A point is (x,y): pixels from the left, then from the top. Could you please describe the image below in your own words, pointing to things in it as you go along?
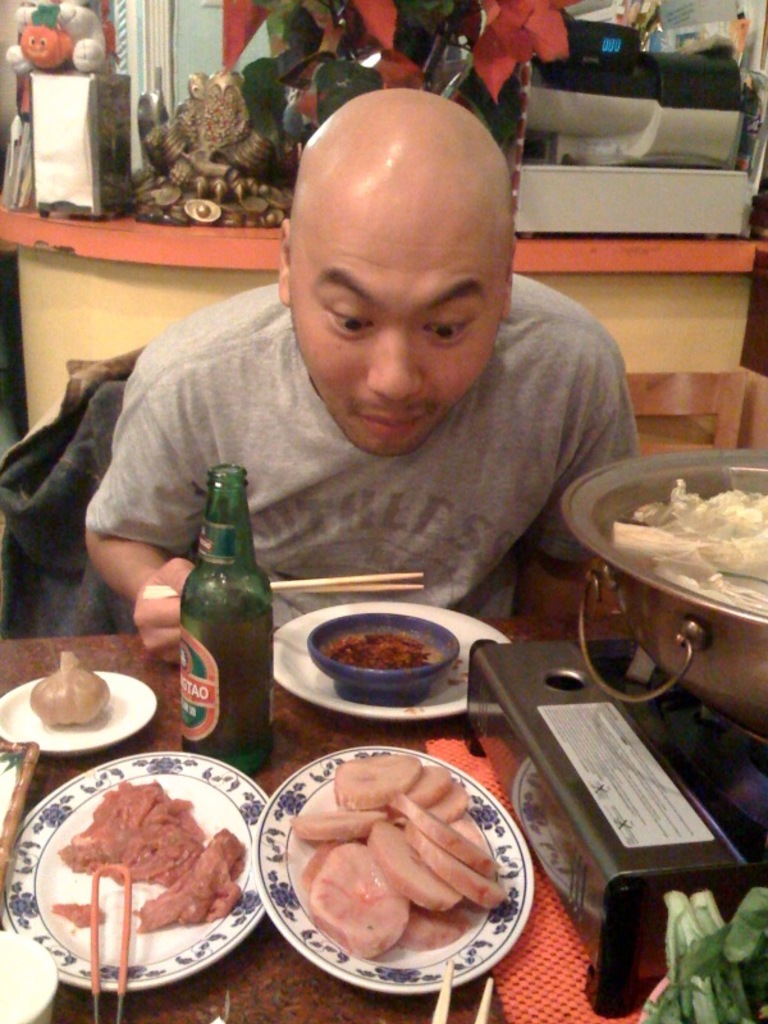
In this image, there is person (443,202) with bald head (384,163), he is wearing a grey T shirt (517,465) and staring at the food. On the table (377,743) there is a plate (308,954) of meat (347,764), garlic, bottle (221,749) and one gas stove (572,791) and a vessel (732,652) is placed. In the background (201,132) there is a plant (492,50), antique pieces (241,138) and watch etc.
